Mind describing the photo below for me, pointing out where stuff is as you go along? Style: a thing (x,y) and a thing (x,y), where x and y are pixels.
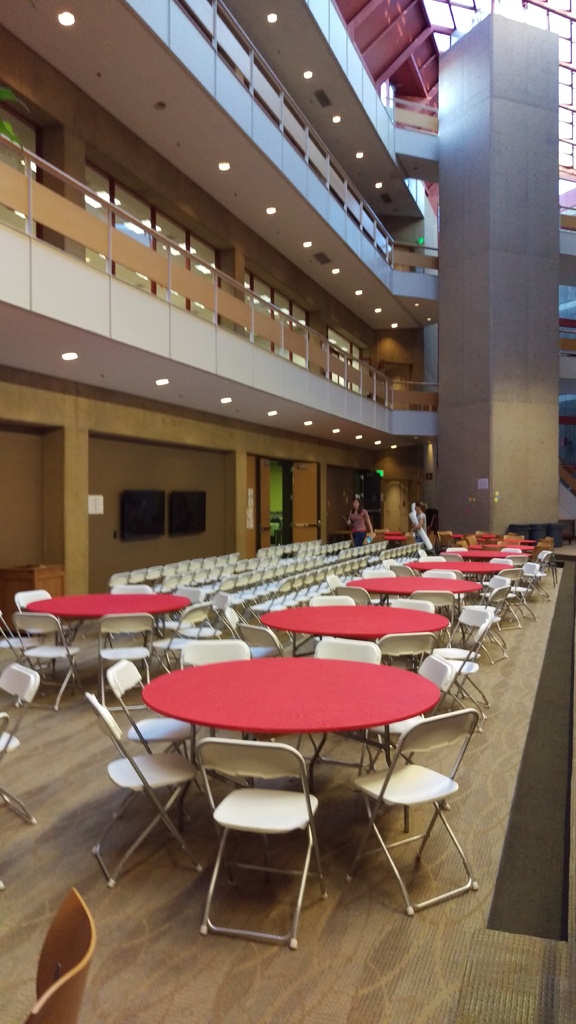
In this image I can see few chairs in cream color, tables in red color. Background (174,452) I can see few lights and I can see inner part of the building (223,471) and wall (164,454) is in brown color.
